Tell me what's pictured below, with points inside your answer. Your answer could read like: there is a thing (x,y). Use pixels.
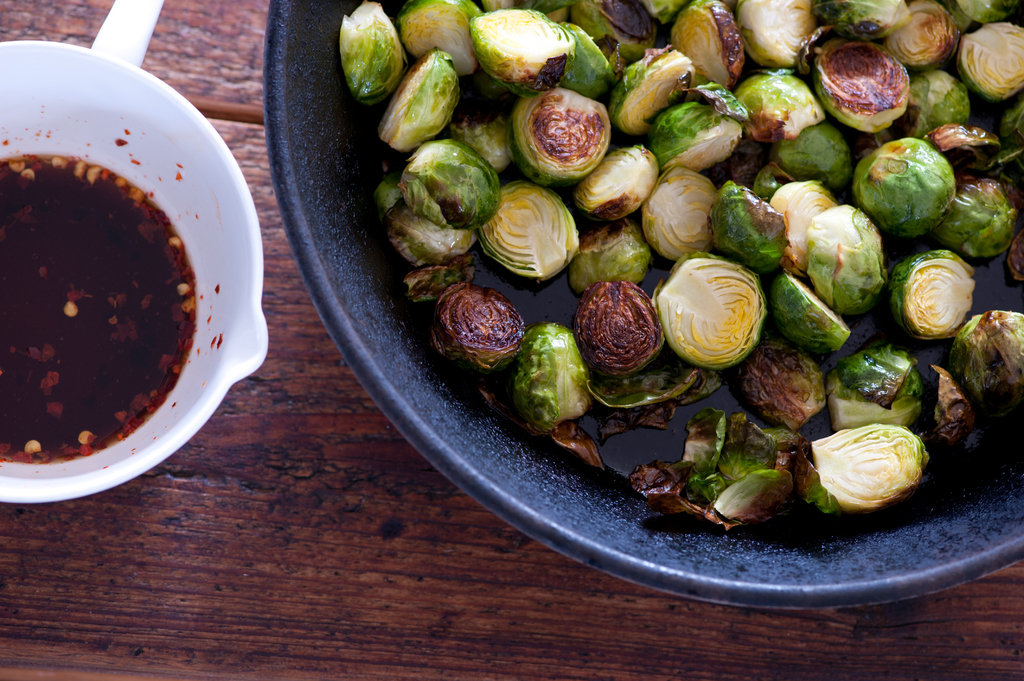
In this picture, we see a black bowl (505,469) containing Brussels sprouts (644,316) and a white bowl (21,80) containing the sauce (128,330) are placed on the brown table (315,556).
